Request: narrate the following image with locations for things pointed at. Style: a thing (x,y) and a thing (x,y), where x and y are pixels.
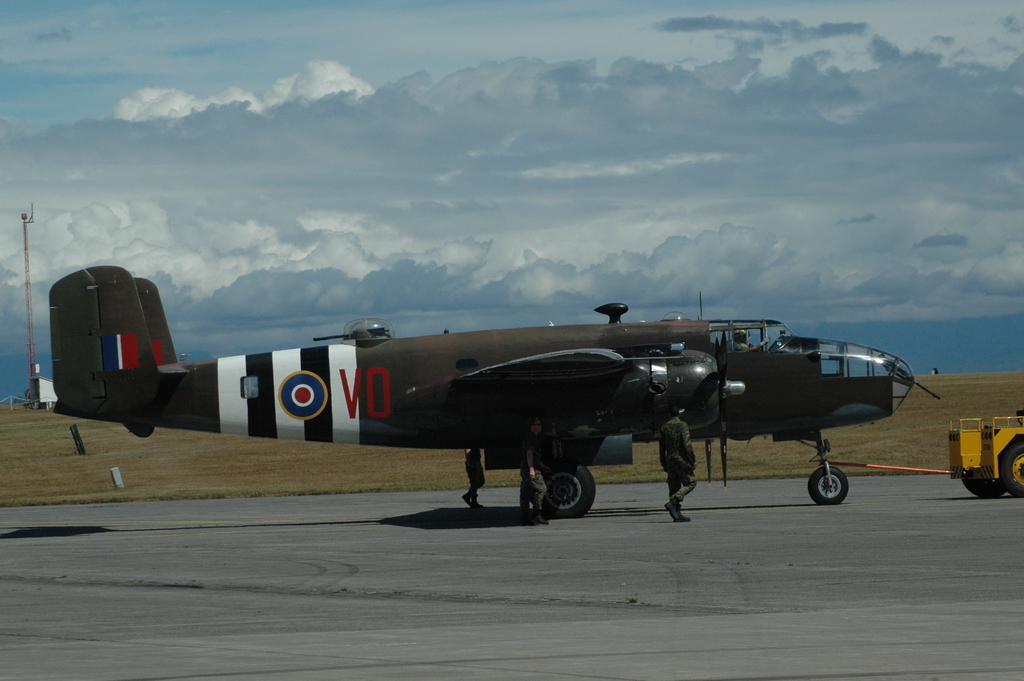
In this image we can see an airplane (573,335), persons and other objects (974,491). In the background of the image (703,452) there is a pole (24,232), grass (717,442) and other objects (976,421). At the top of the image (408,147) there is the sky (665,179). At the bottom of the image (552,625) there is the road (401,632).
